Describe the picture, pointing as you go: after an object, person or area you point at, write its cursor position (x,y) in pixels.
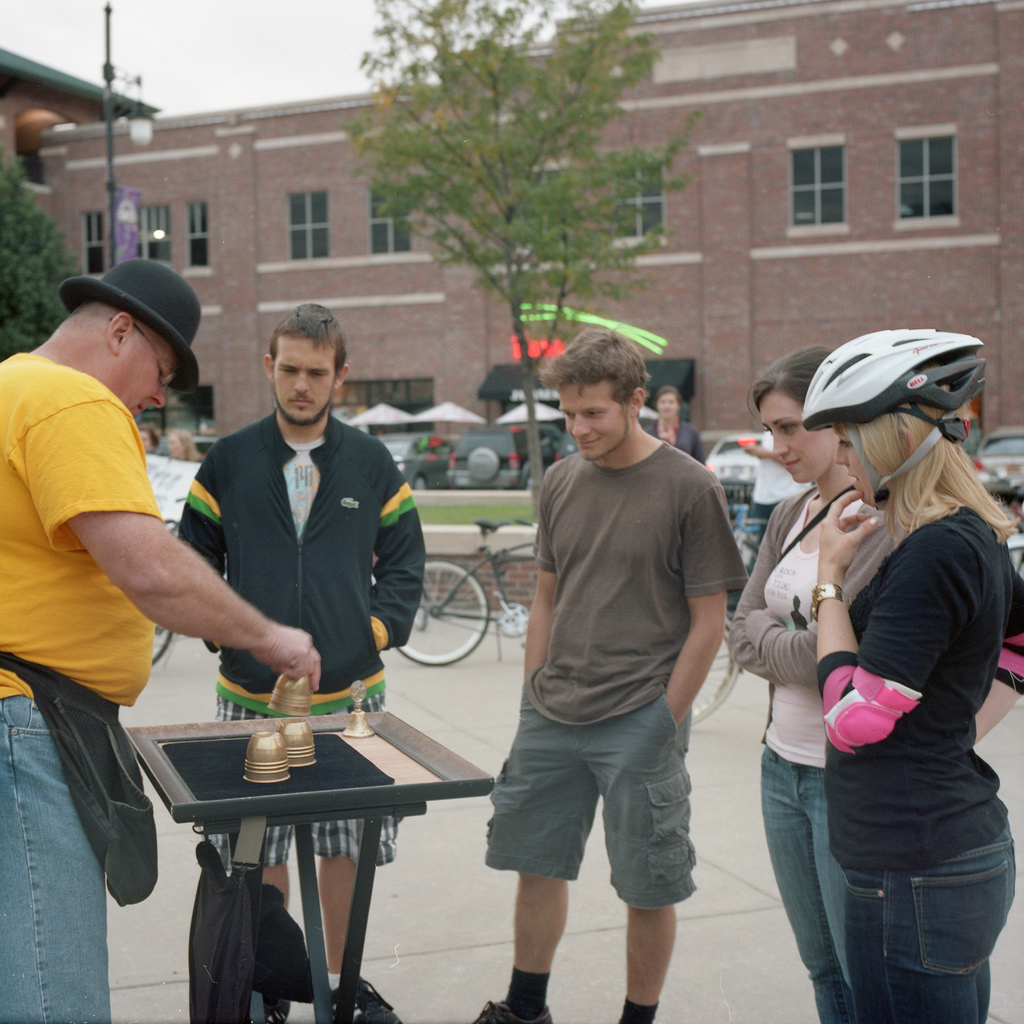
In this image I can see people (236,449) are standing among them this woman (882,483) is wearing a helmet (912,459). Here I can see a table (338,782) which has some objects (300,753) on it. In the background (466,363) I can see a building (276,281), a bicycle (510,609), trees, stalls (537,412) and the sky (326,14).
